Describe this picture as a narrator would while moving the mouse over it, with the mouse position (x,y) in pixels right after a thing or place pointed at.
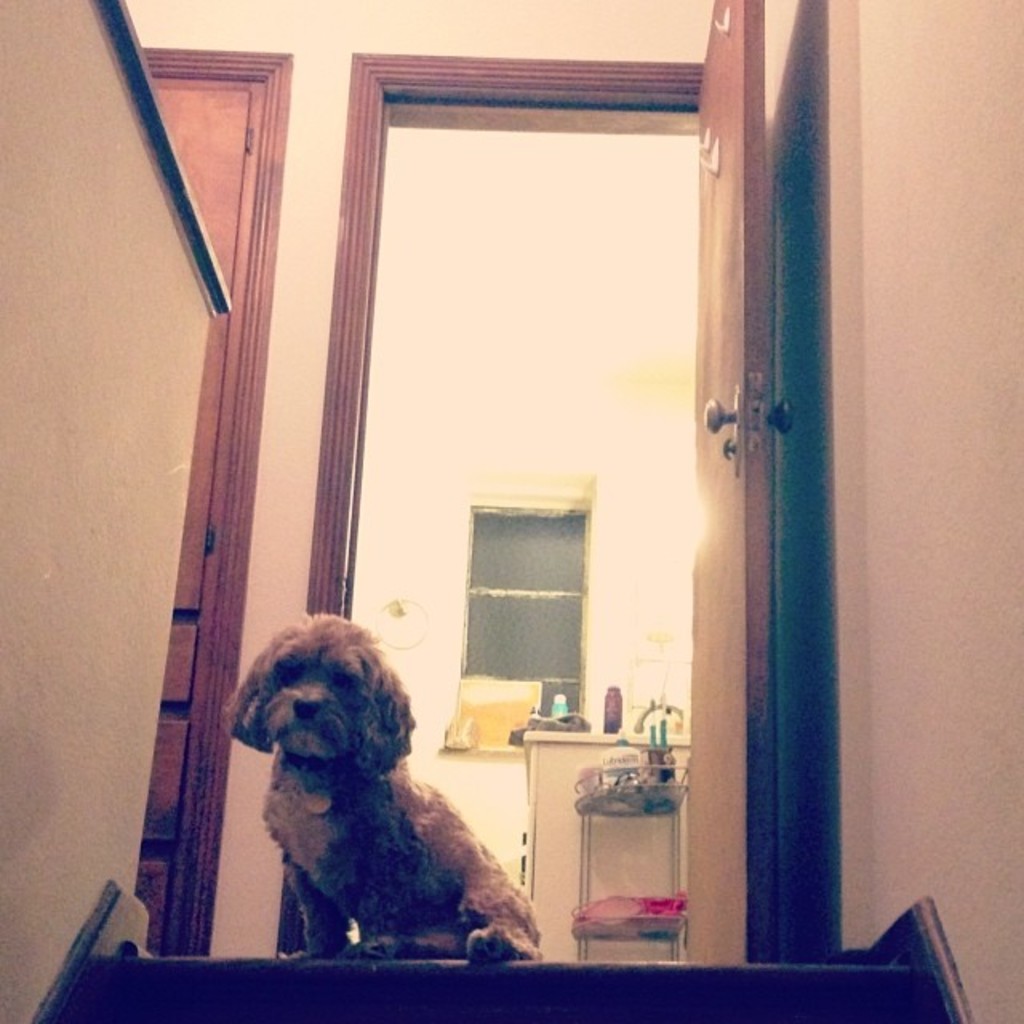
In the foreground of this picture (361,793) we can see a dog (345,749) seems to be sitting on the floor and we can see the wooden doors (727,112) and in the background (504,336) we can see the wall (662,432), window (534,590), bottles (562,702), table (551,770) and many other objects (652,795).
